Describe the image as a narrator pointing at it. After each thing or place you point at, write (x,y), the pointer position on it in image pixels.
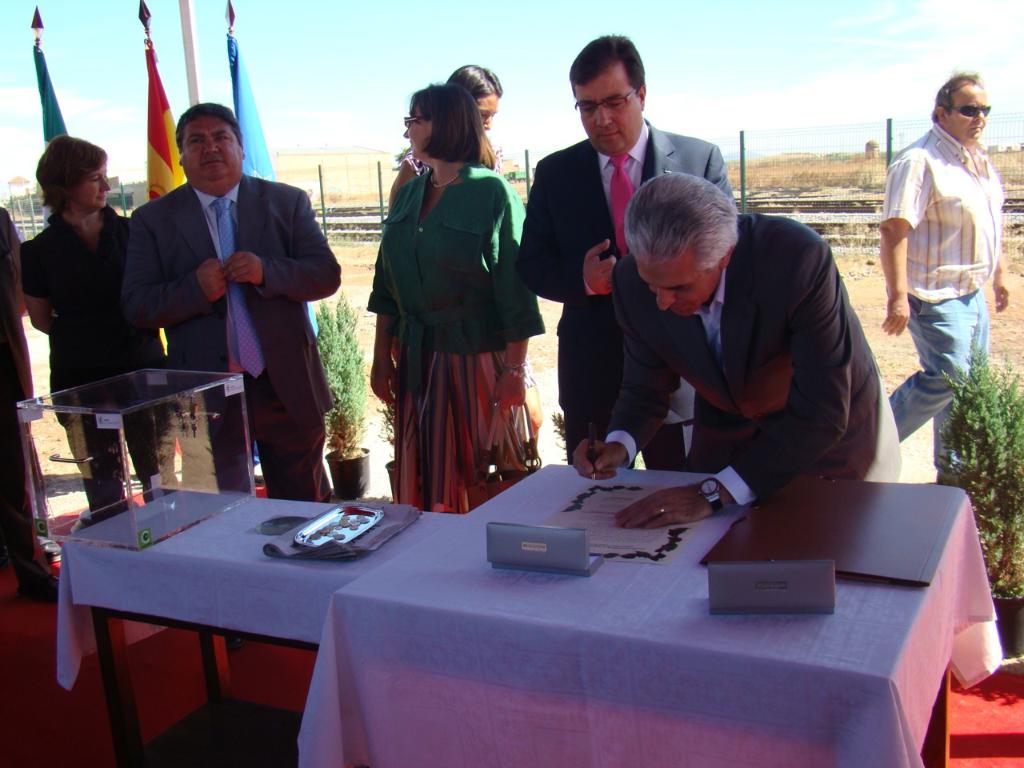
In this image i can see few people (605,225) standing, on the table (431,554) i can see a glass box (197,500), a file (859,550) and few papers (604,527). In the background (264,119) i can see three flags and the sky (350,65).
